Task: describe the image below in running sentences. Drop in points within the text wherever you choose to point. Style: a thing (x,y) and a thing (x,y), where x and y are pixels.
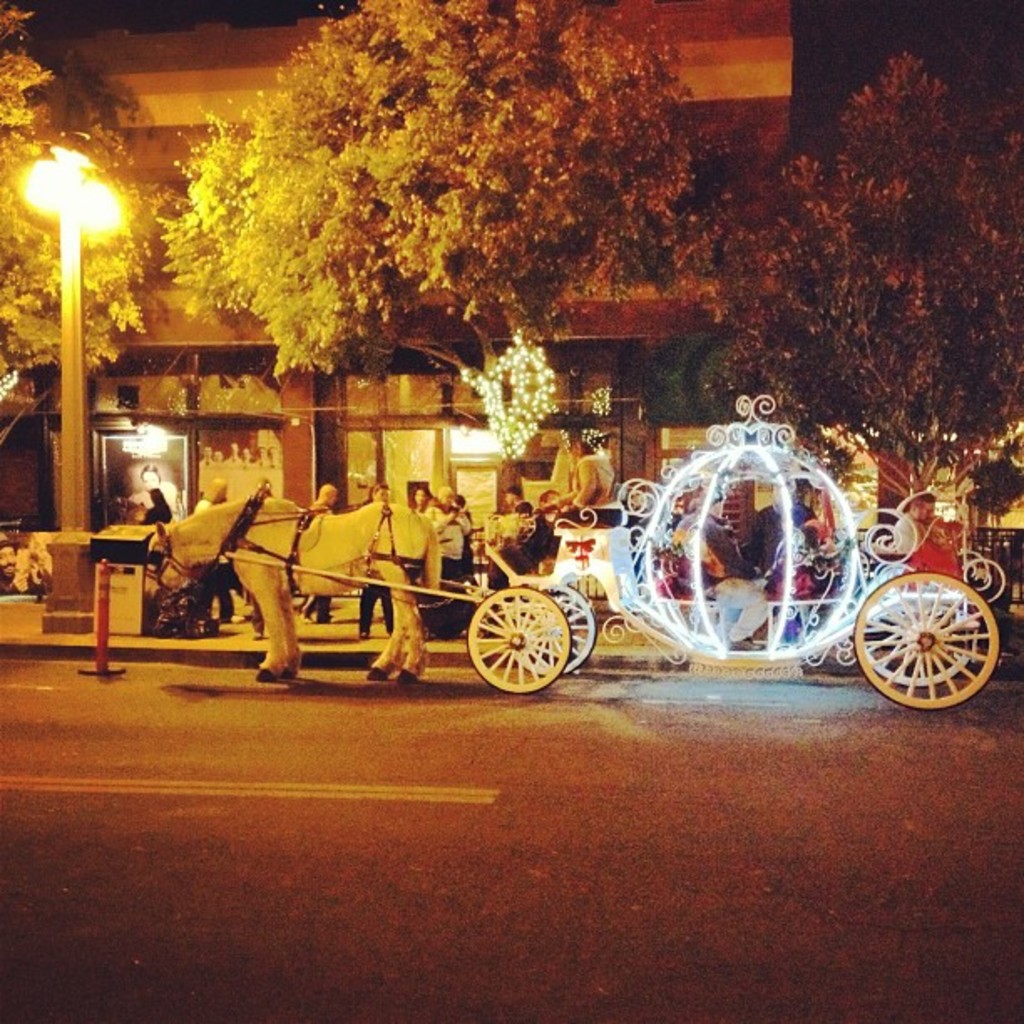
In this image we can see the chariot (605,568) on the road (548,694) which is decorated with some lights (780,654). We can also see a street lamp (76,268), a divider pole (106,583), a group of trees (783,420), lights (496,416) and a building (692,448) with some pictures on the wall (566,484).
